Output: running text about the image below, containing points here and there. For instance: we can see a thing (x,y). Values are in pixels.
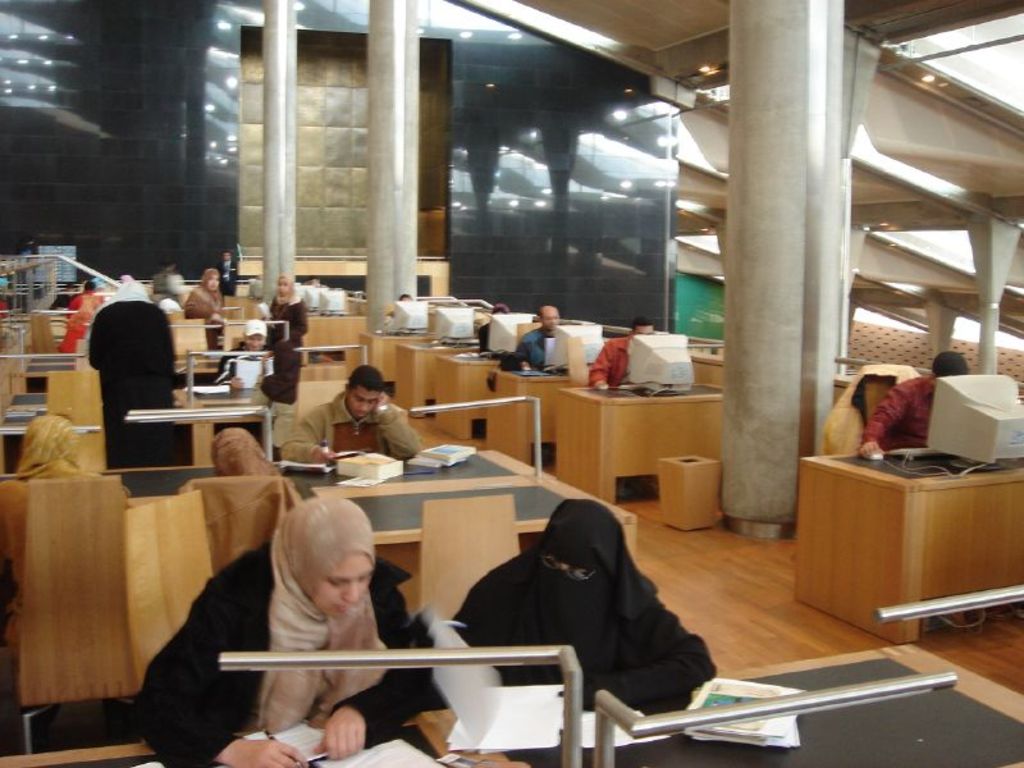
This picture looks like an office (553,408) and there are many people (187,304) working in office (307,337) either on systems (949,445) or paper (553,727) some people (156,401) are standing some people (899,433) are sitting.
